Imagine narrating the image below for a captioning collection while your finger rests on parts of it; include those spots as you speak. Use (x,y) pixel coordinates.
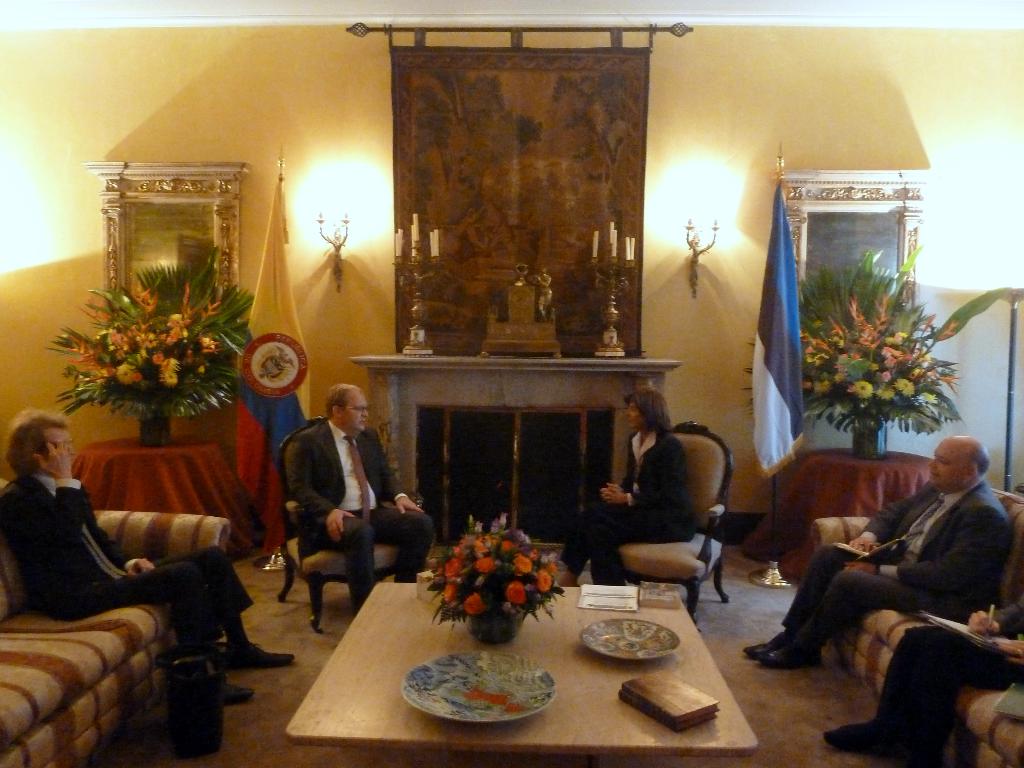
In the image there are few people (984,516) sitting on the sofas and chairs (706,507) and there is a table (523,651) at the center of the room (620,644), on the table (570,592) there is a flower vase (497,606), two plates (554,685) and two books (636,687). Behind the people (634,406) there is table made up of marble (424,370) and on that there are two candle stands (414,274) with some candles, a sculpture (550,309) and on the either side of that there are two big flower vases (865,445) and in the background (716,154) there is a wall (373,175) and there are two lights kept in front of the wall (253,159).
